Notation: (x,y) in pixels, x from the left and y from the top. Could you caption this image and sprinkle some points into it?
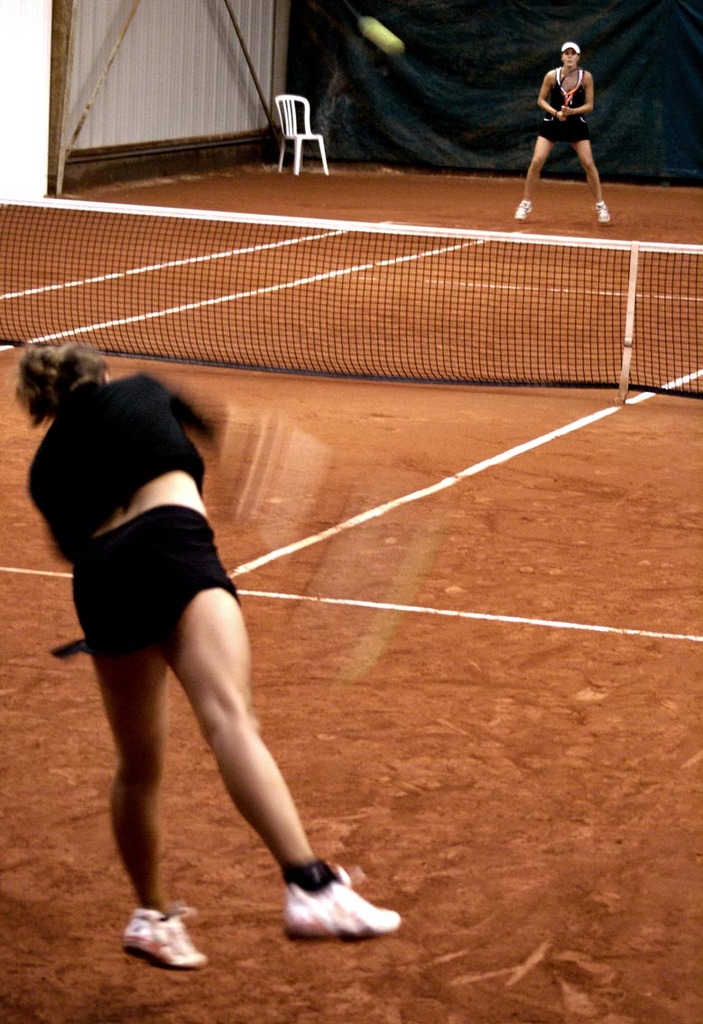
In the center of the image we can see two ladies (133,490) standing and playing tennis. At the top (382,38) there is a ball (388,49). In the center (279,347) we can see a net (304,348). In the background (123,69) there is a chair (297,164) and a fence (328,118).
